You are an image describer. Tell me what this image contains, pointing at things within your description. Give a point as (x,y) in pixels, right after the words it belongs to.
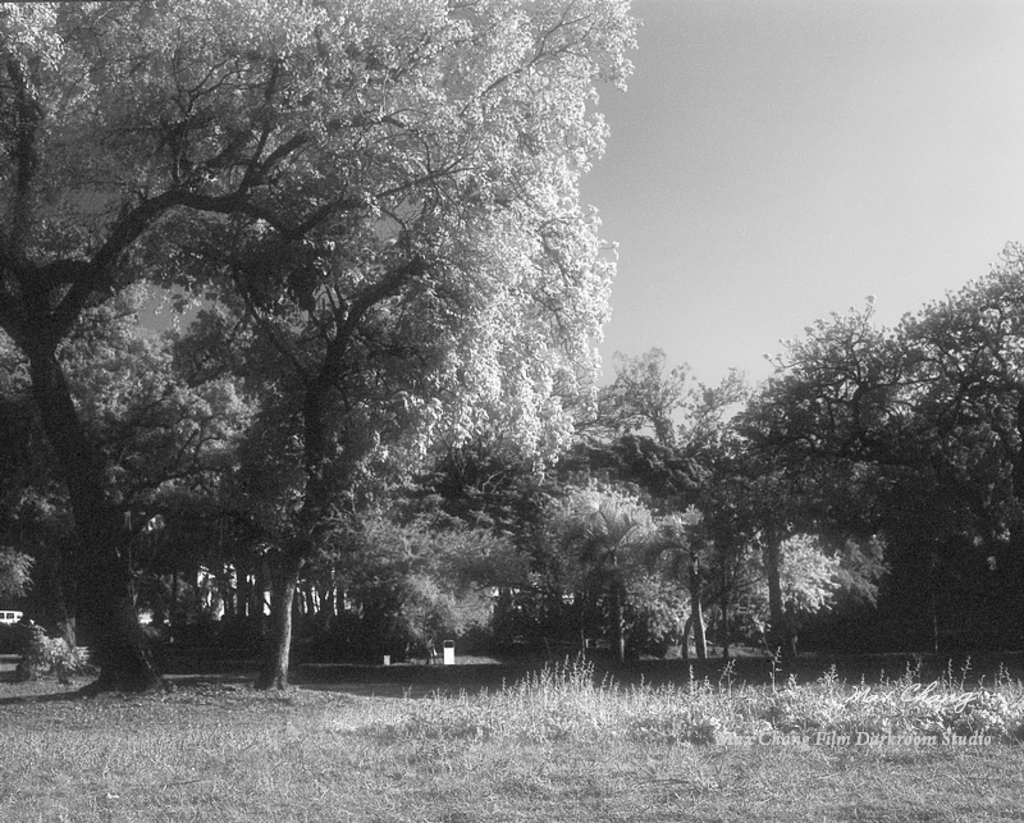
This picture is in black and white. In the center (549,298) there are trees (512,546). At the bottom (591,724) there is grass (591,724). On the top right (802,127) there is a sky (906,136).
